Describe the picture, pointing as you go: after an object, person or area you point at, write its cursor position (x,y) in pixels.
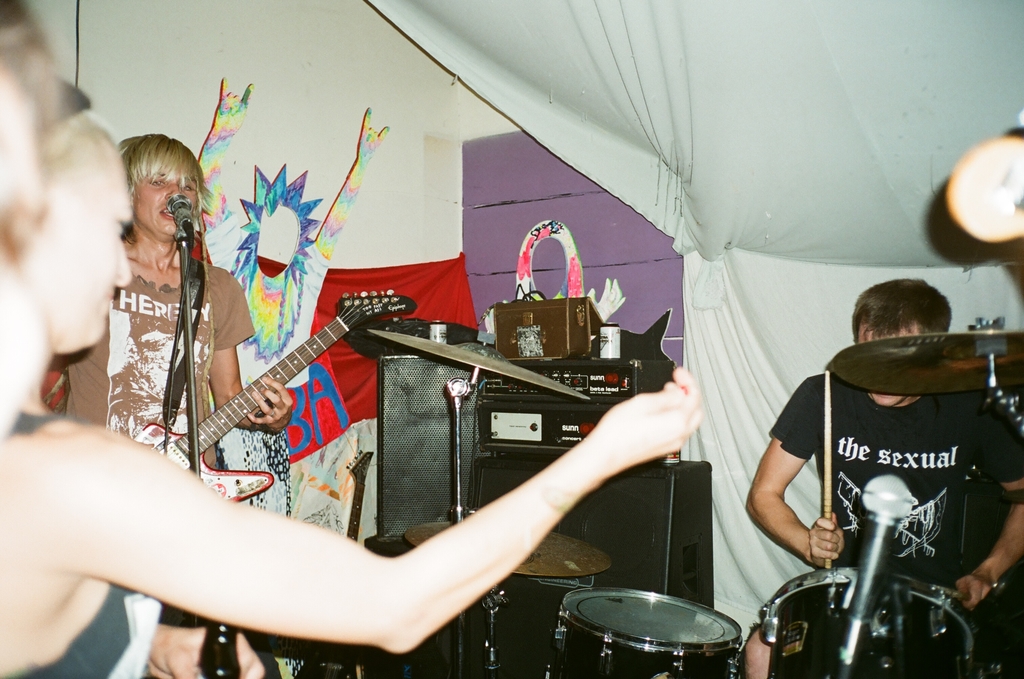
In this image I can see two persons (908,543) playing few musical instruments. I can see the other person (211,290) standing and singing in front of the microphone (185,228). Background (509,194) I can see a wall (484,217) in purple color, I can also see a red color cloth (437,284) attached to the wall (516,216).
